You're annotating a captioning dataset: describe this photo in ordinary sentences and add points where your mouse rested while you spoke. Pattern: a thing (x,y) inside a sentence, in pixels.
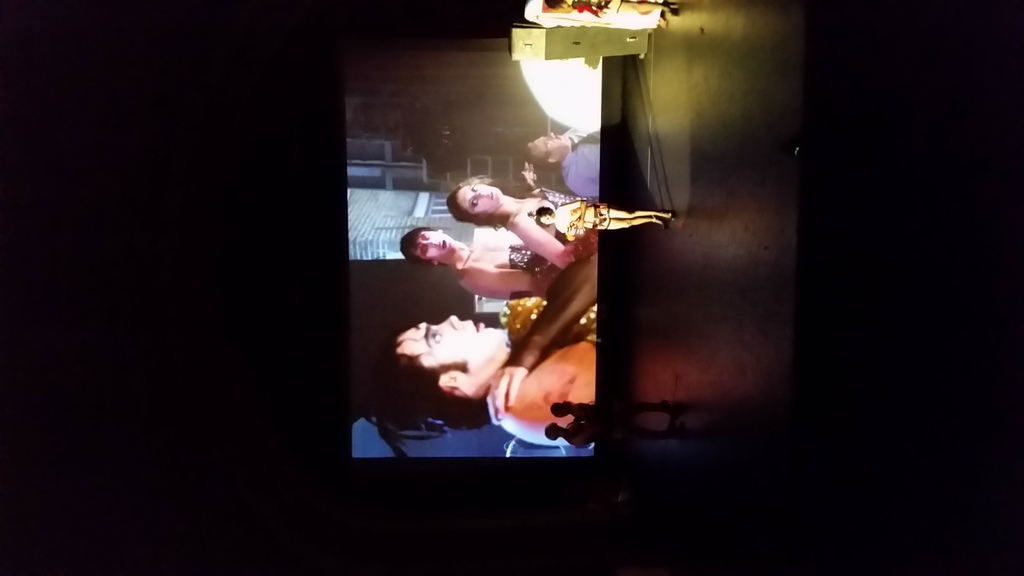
In this picture we can see three people (567,403) standing on a stage (711,265) and in the background (370,405) we can see a screen (357,68) and on the screen (444,434) we can see some people (456,210).
